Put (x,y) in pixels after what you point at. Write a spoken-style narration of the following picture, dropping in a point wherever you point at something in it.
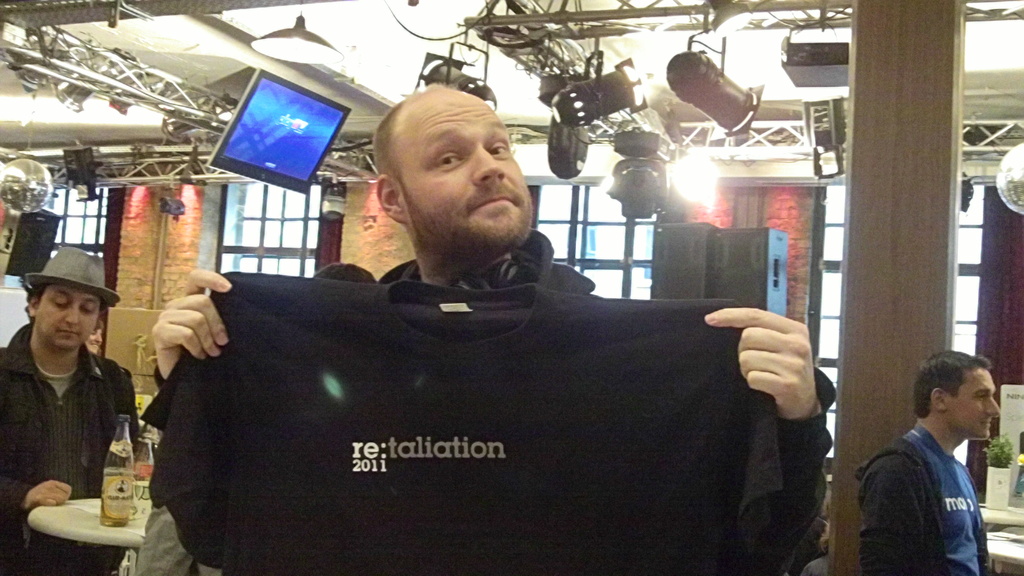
In this picture we can see a person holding shirt (543,411), behind we can see some people (42,421), tables (103,546), lights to the roof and television screens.
